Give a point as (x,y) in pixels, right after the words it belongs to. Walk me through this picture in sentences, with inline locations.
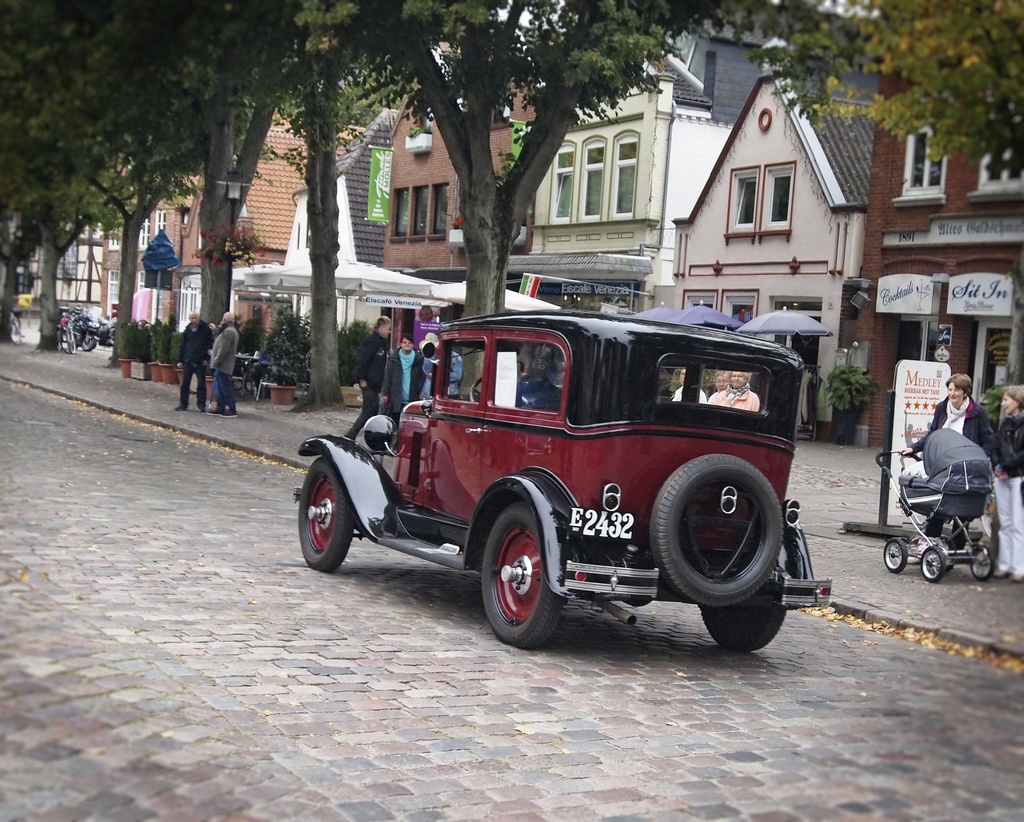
In this image there is a jeep (595,498) on the road (446,578). Beside the jeep (467,500) there is a footpath (167,385) on which there are few people (205,359) standing while some people (952,423) are standing by holding the cradle (915,530). In the background (832,282) there are buildings (547,209). In front of the buildings (581,197) there are plant pots (275,321) and trees (315,225). There are few vehicles (96,314) which are also parked on the footpath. On the right side (902,417) there is a hoarding (894,415) in front of the building (960,266).
